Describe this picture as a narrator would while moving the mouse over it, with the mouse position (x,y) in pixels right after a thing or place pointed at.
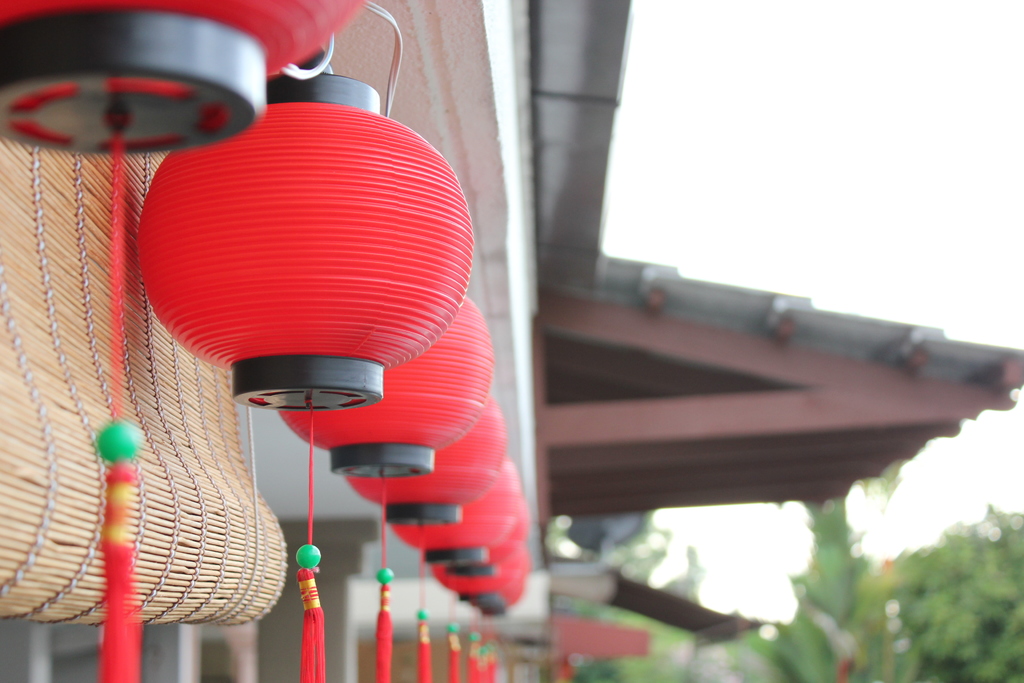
In this image we can see lanterns (388,411) which are in red color. On the left (42,371) there is a blind (29,336). In the background (541,300) we can see a building (654,378), trees (955,563) and sky (840,117).
